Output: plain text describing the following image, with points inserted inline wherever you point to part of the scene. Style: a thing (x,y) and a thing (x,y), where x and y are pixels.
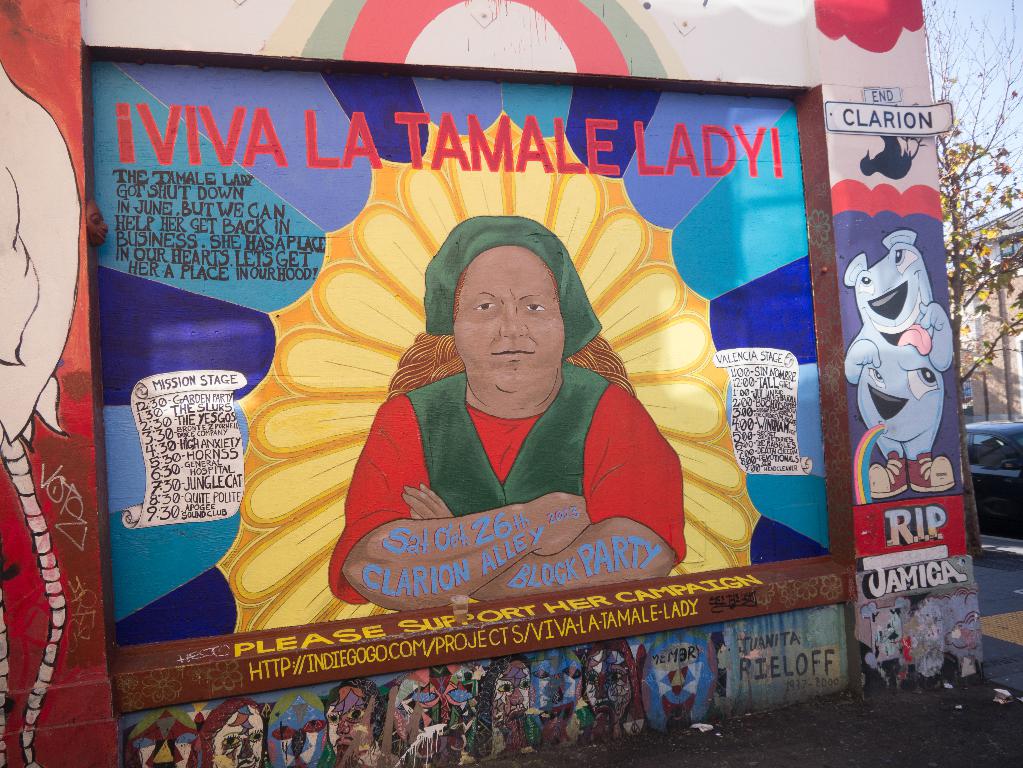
In this image we can see a wall (444,223) with painting (445,226) and text (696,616) and on the right side (985,469) there is a car (985,481), tree (967,244) and the sky (980,13).
